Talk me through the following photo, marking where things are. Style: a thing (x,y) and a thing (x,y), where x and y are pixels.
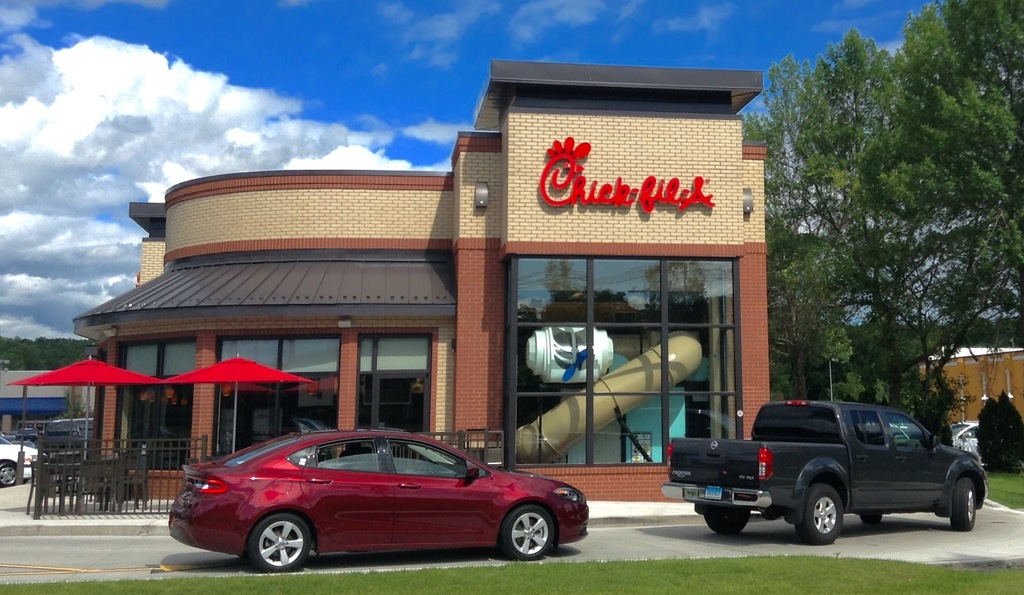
In this image we can see vehicles (816,497). Also there are buildings (216,341) with glass walls (576,329). On the building (614,130) there is a name (607,192). There are umbrellas (146,374) with poles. Also there are chairs (122,475) and railing (39,485). In the background (833,280) there are trees (831,190). And there is sky (186,85) with clouds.
